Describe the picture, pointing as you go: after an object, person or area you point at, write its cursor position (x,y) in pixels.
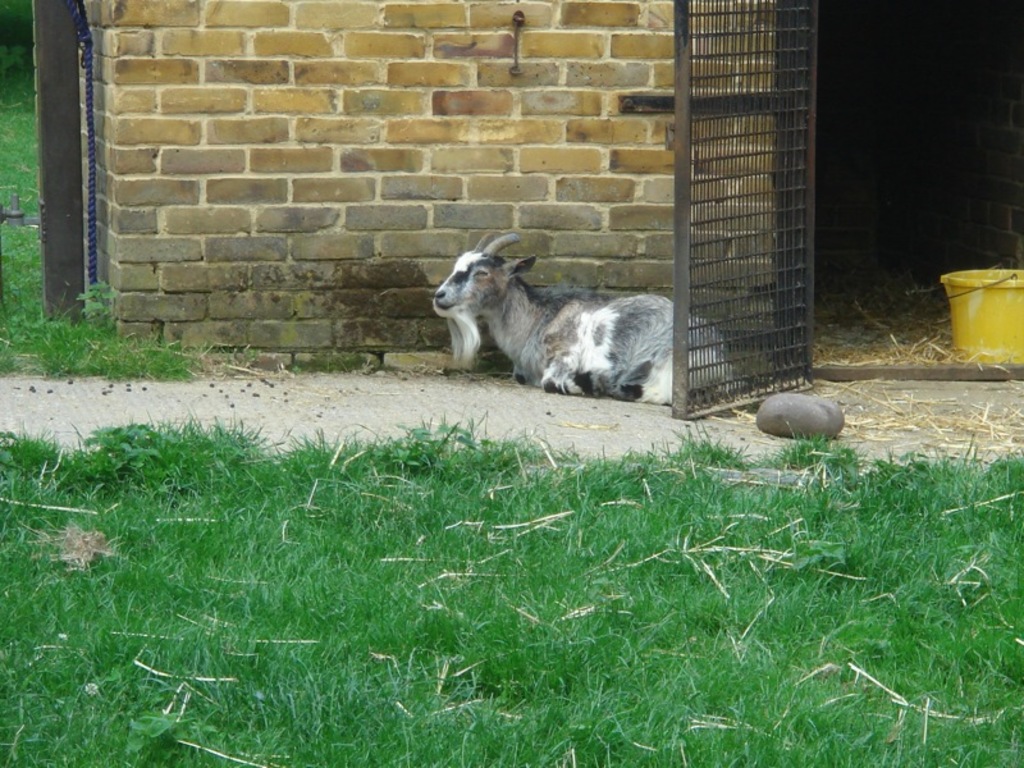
In the foreground of this image (581,345), there is goat (596,352) sitting on the ground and at bottom (577,703) there is a grass (656,656). On right (981,325), we see a yellow colored bucket (953,305), a stone (806,404) and a door (764,261). On top (216,54), there is a wall (93,62) and a pole (61,155).
